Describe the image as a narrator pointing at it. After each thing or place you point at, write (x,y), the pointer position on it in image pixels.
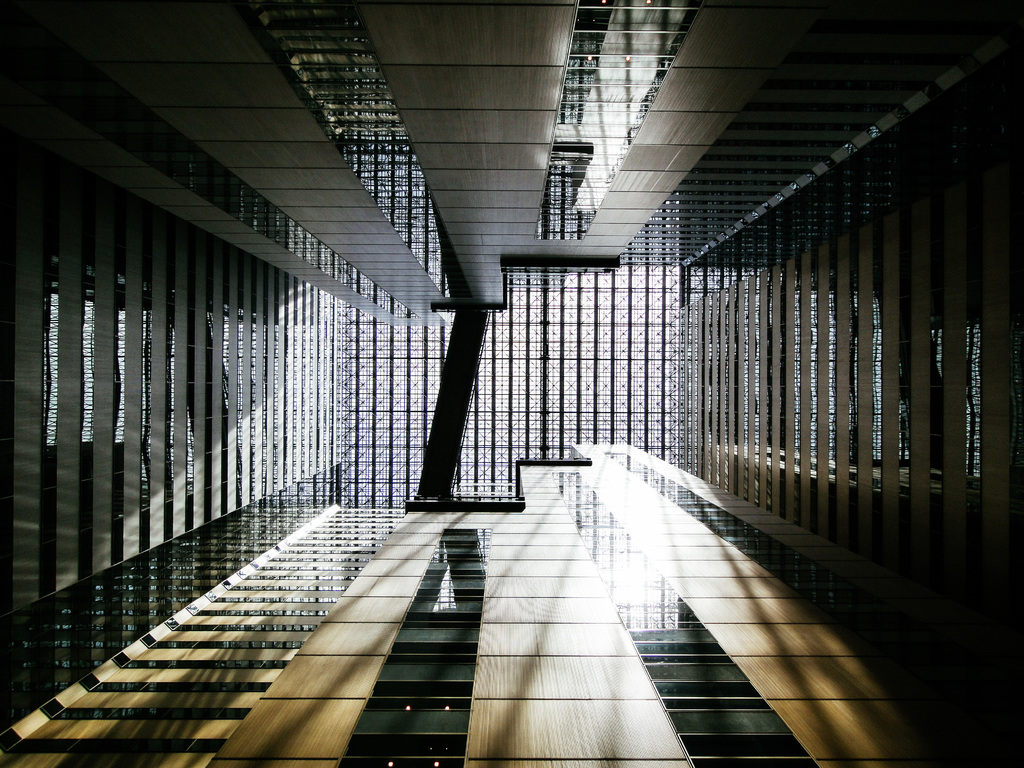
In this image I can see the buildings (477,466) which are in black and brown color.
